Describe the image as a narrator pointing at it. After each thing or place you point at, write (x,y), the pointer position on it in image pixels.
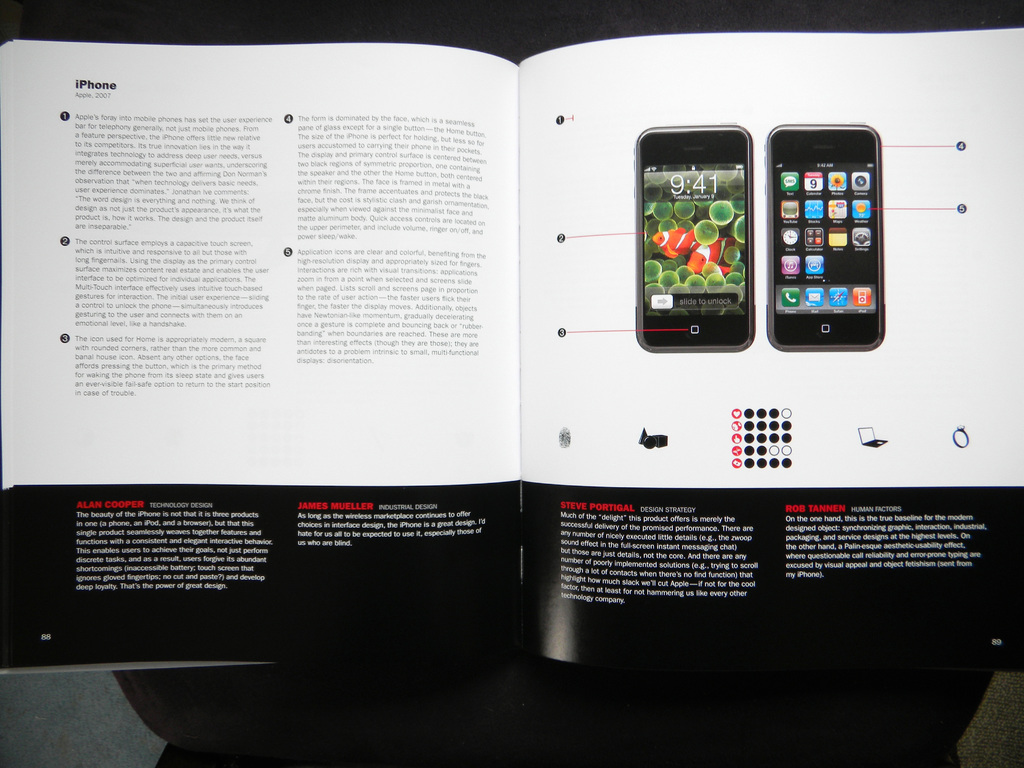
In the image we can see a book (388,336), in the book (421,353) we can see a picture (719,237) of mobile phones (669,257). This is a printed text (170,216).
